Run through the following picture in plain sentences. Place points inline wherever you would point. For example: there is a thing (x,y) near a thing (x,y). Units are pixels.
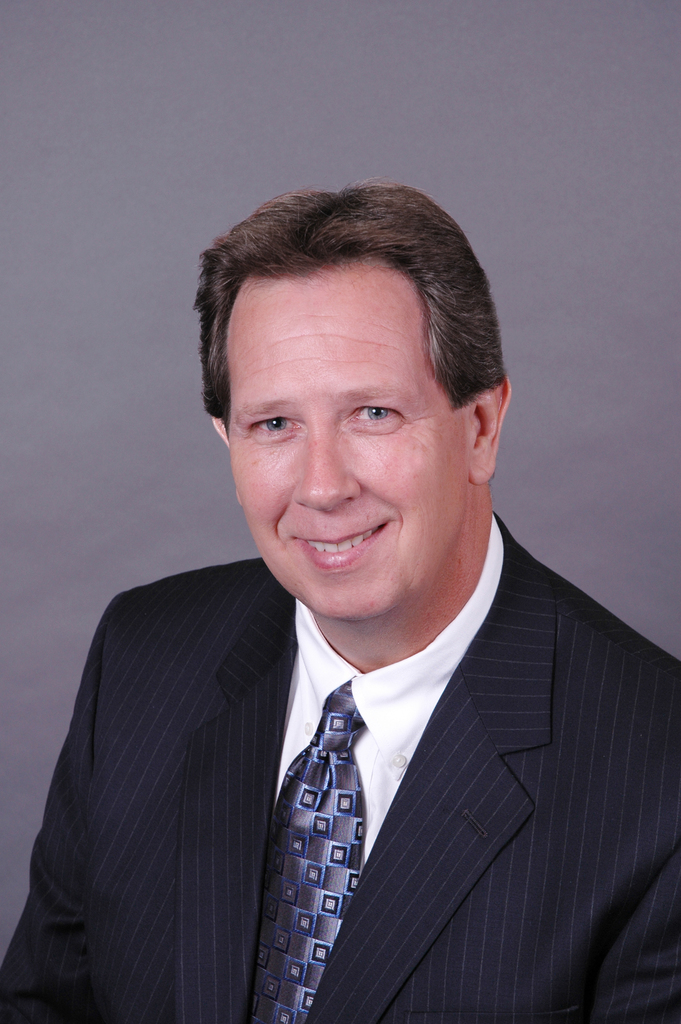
A man (422,574) is smiling, he wore a black color coat (203,737), tie (328,782) and a white color shirt (315,732).
